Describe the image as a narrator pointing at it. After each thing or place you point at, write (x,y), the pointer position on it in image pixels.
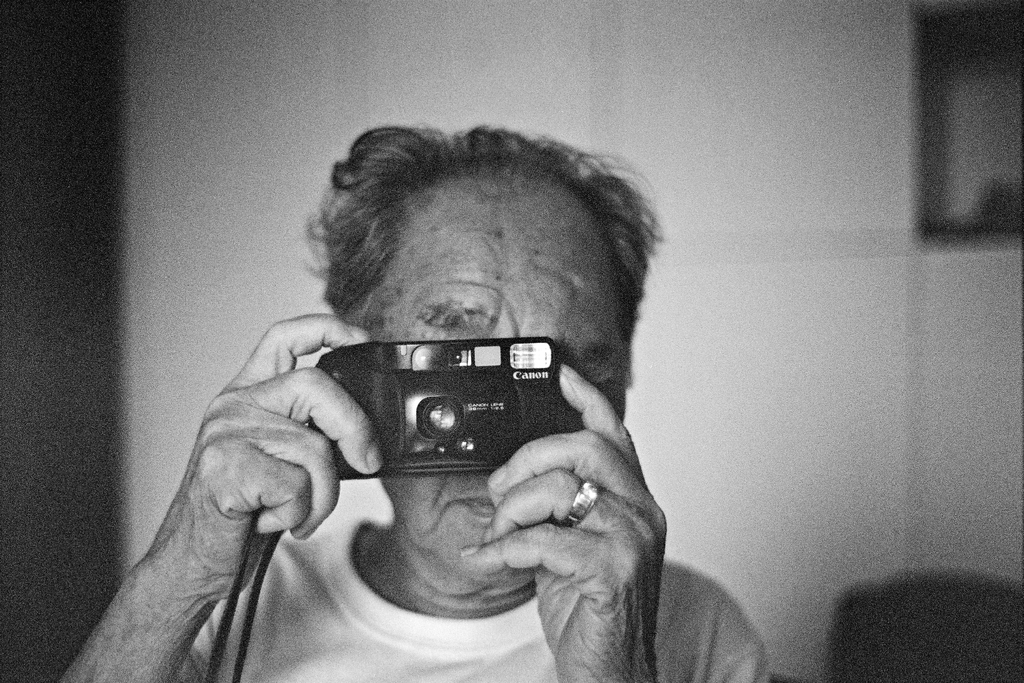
In the middle of the image (583,311) a man (505,223) is holding a camera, Behind him there is a wall (815,180).
